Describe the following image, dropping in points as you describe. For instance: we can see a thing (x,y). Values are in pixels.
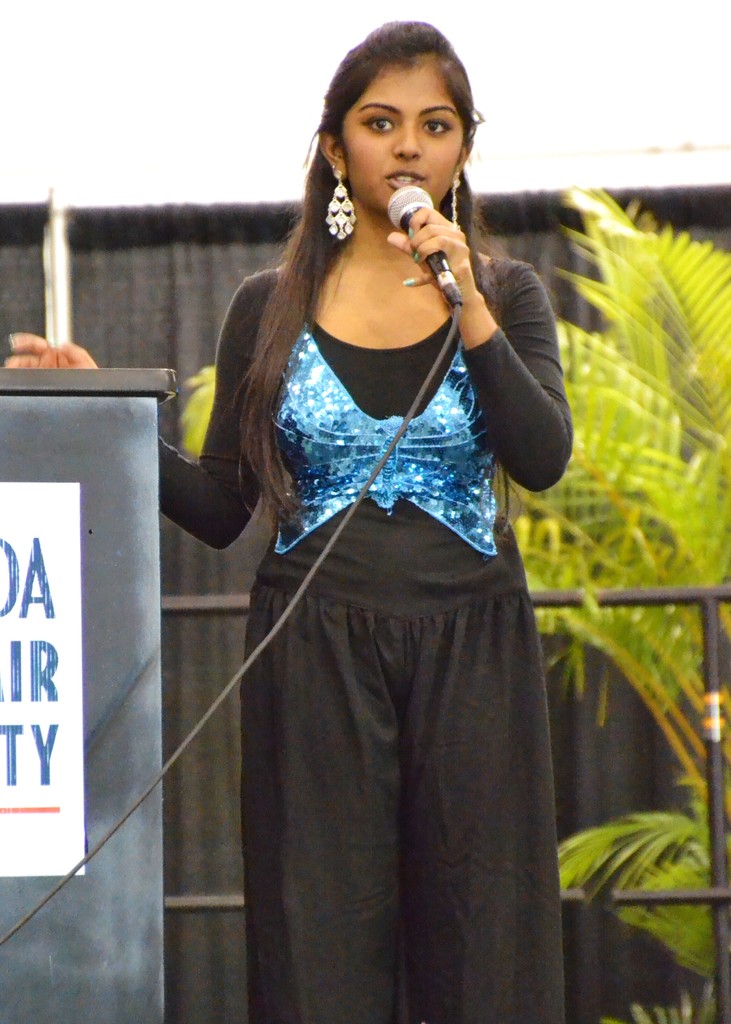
In this image, we can see a girl (450,566) standing and holding a microphone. On the left side (61,660), we can see an object (36,618) like a podium (17,651), on the right side (689,492) we can see a green plant (664,462). We can see a black curtain (557,242).
